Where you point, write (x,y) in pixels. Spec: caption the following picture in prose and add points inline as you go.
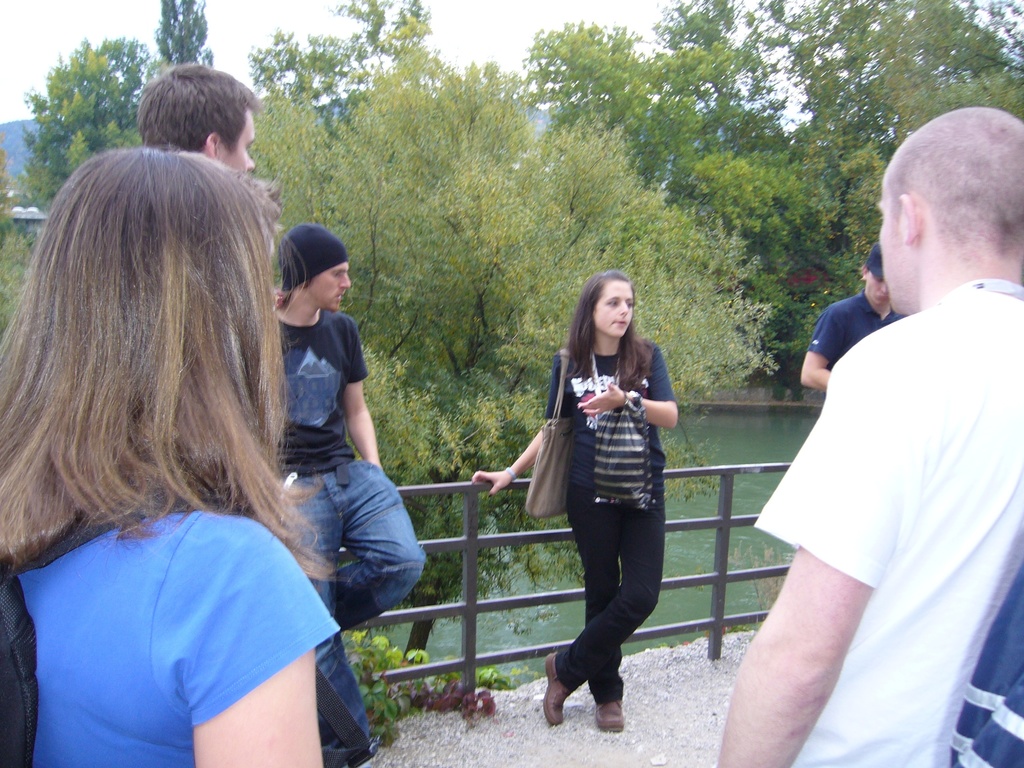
In this image, I can see a group of people (254,749) standing on the path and there is a fence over here. In the background (766,449) I can see lot of trees (411,2), water (523,613) and the sky (54,36).
